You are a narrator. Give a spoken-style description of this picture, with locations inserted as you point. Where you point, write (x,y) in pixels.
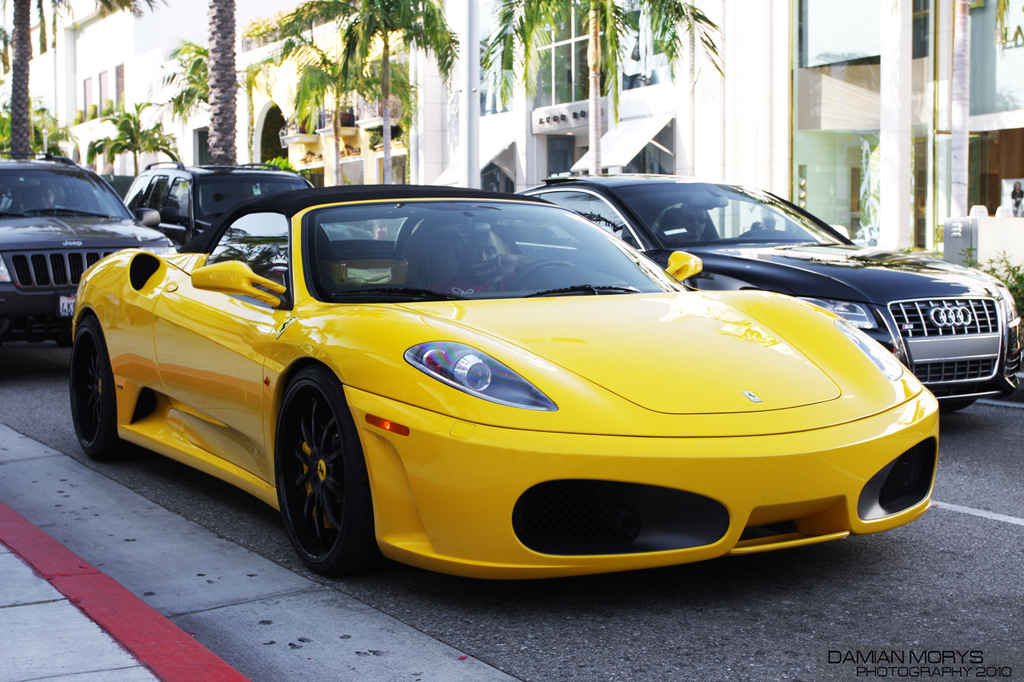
In this image in the center (618,264) there are some vehicles (816,538) on the road (24,398), in the background (245,28) there are some buildings (334,47) and trees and a pole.
